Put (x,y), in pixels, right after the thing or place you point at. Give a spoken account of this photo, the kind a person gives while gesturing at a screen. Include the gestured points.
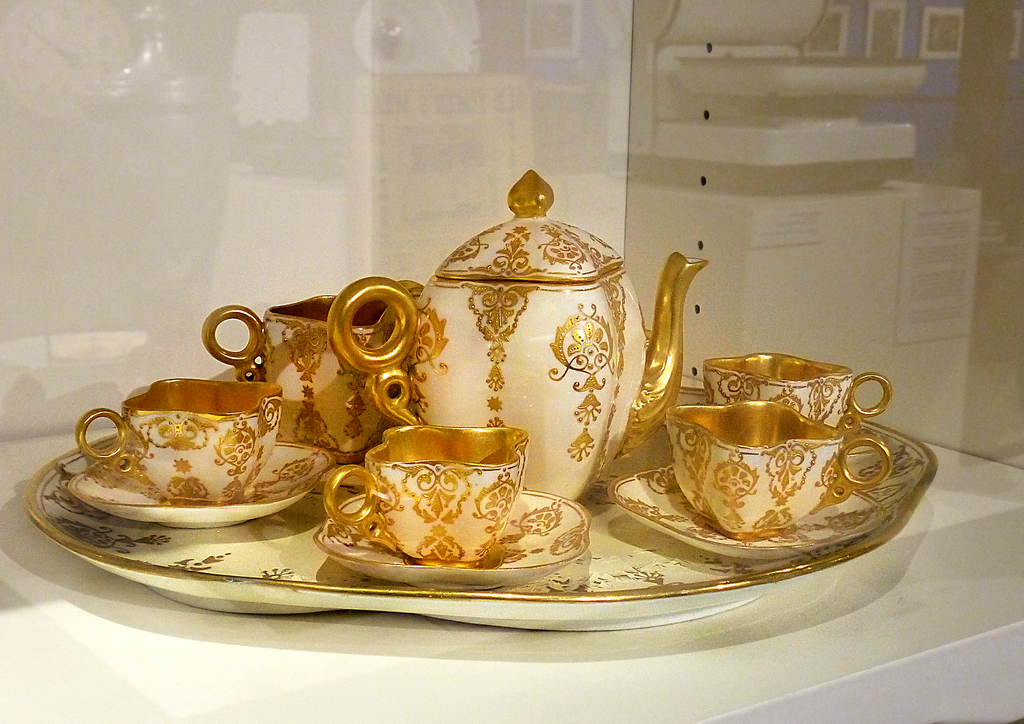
There is a white surface (490,708). On that there is a tray (731,594). On the tray (679,581) there are cups (246,412), saucers (581,515) and a kettle (563,377).
